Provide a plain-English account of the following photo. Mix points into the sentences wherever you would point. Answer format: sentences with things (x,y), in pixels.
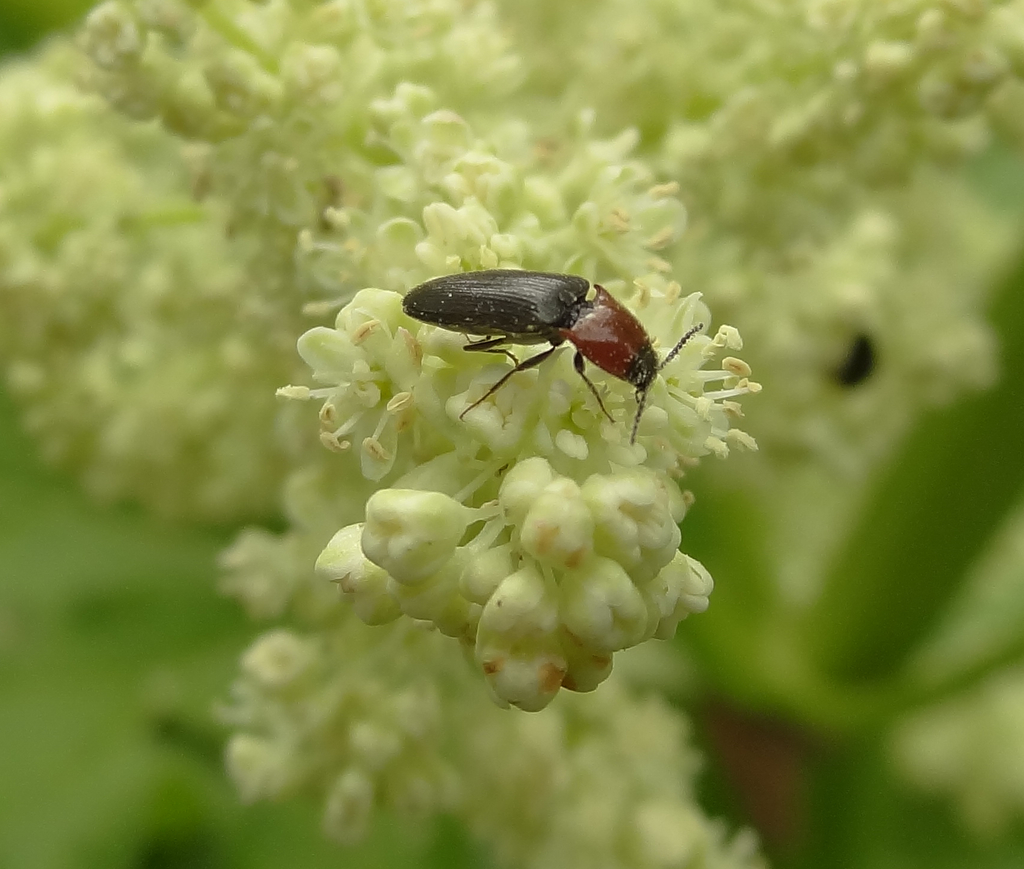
In the image there is a bug (552,348) standing on flowers (376,230).
